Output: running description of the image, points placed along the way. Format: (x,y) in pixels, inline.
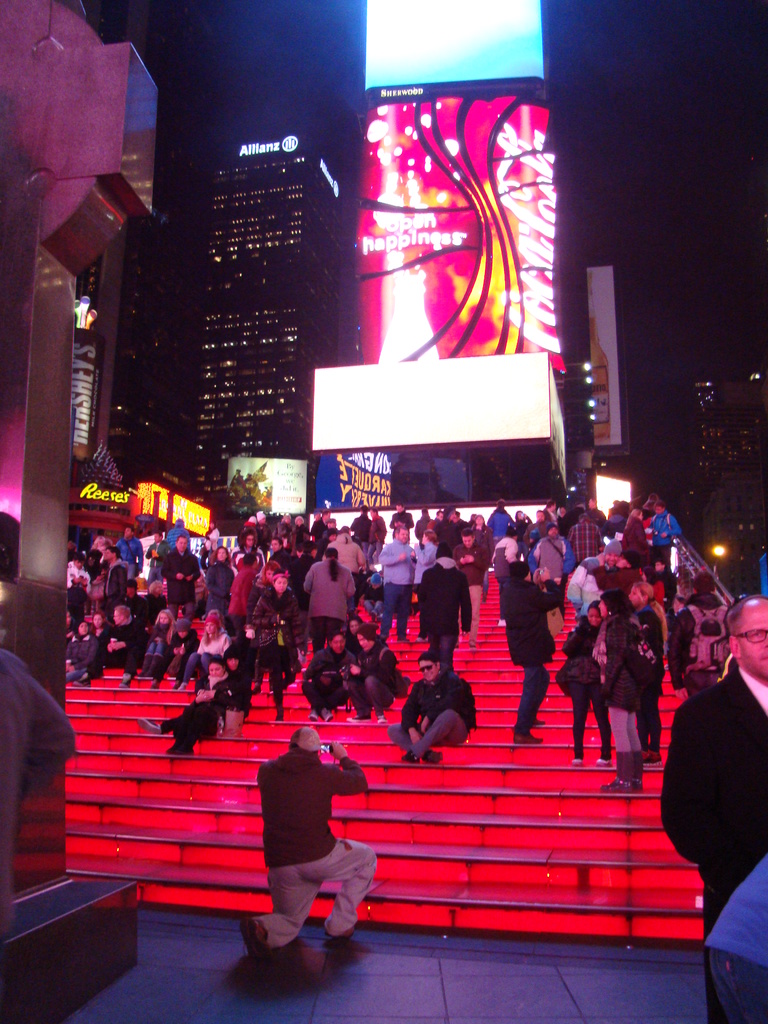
In the foreground (609,744) I can see a crowd (463,732) on the staircase (455,815). In the background (640,496) I can see buildings (269,405), screen (447,313) and lights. This image is taken during night.
